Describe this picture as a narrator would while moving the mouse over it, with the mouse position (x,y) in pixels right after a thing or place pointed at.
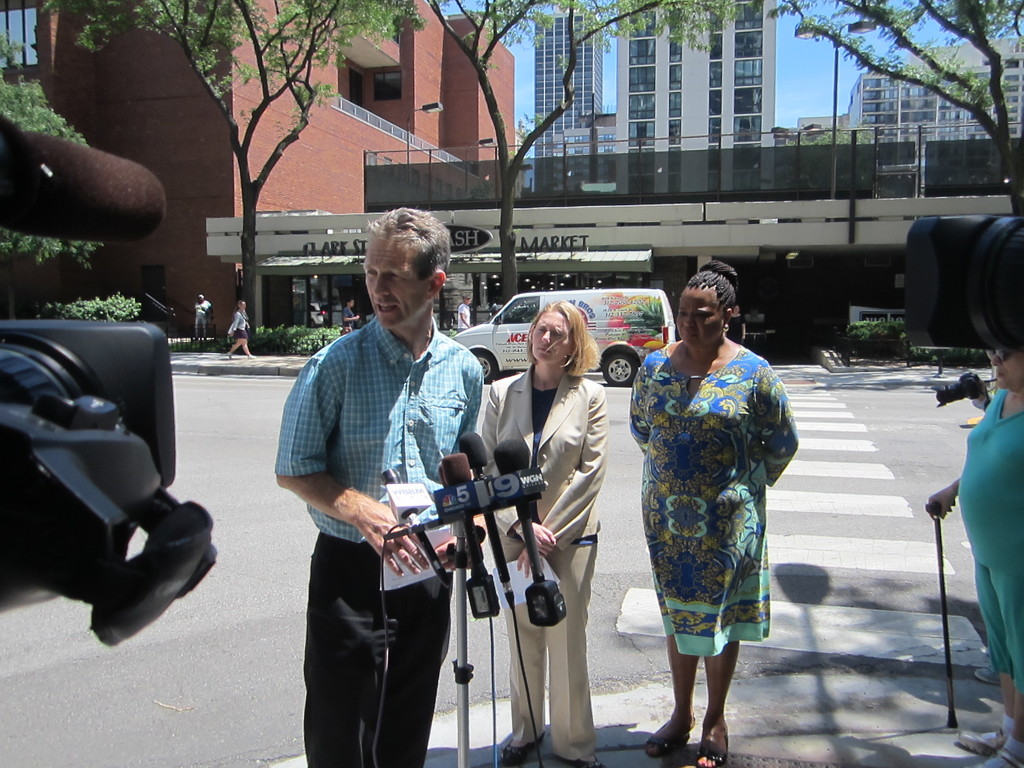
In this picture I can see few people (720,502) are standing on the road (635,479) and one person (403,309) is talking in front of the mics (474,563) and also we can see persons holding camera (103,457), behind we can see a vehicle (506,354) on the road (608,405) and also we can see some people (241,312) are walking beside the road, we can see some building (377,198), trees (254,315).
